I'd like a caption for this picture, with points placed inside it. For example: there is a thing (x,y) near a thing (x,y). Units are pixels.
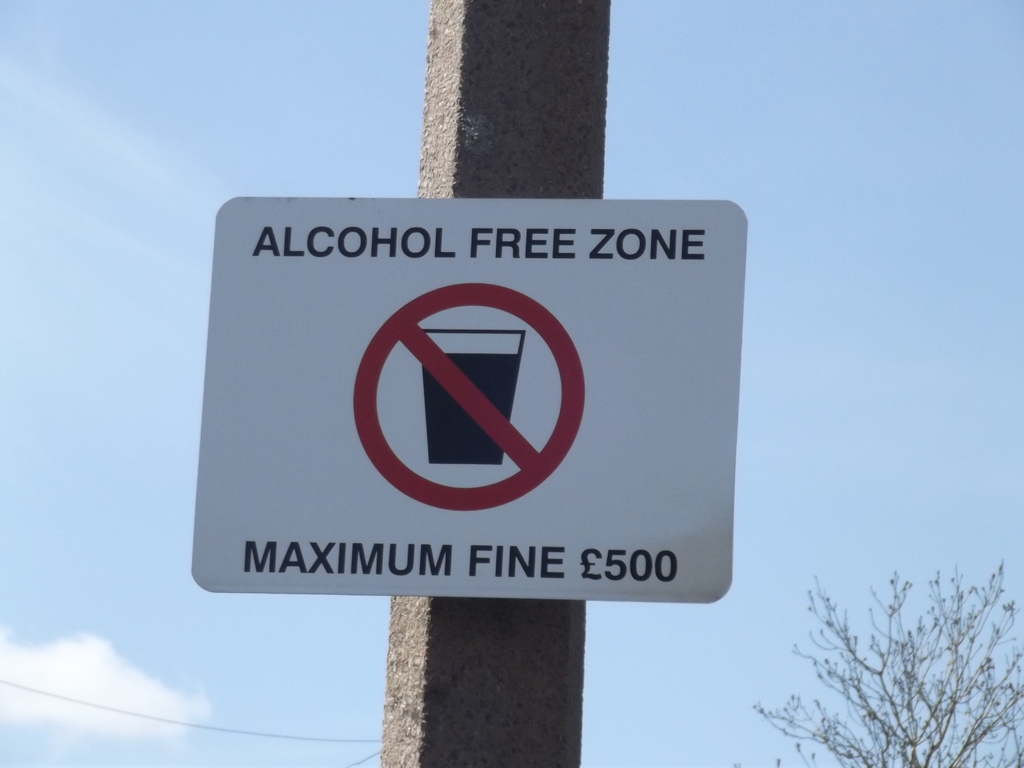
In this image we can see a pole (551,645) with a board (499,390) with some text (369,546) on it. In the background of the image (835,155) there is sky (136,267), tree (930,650).
